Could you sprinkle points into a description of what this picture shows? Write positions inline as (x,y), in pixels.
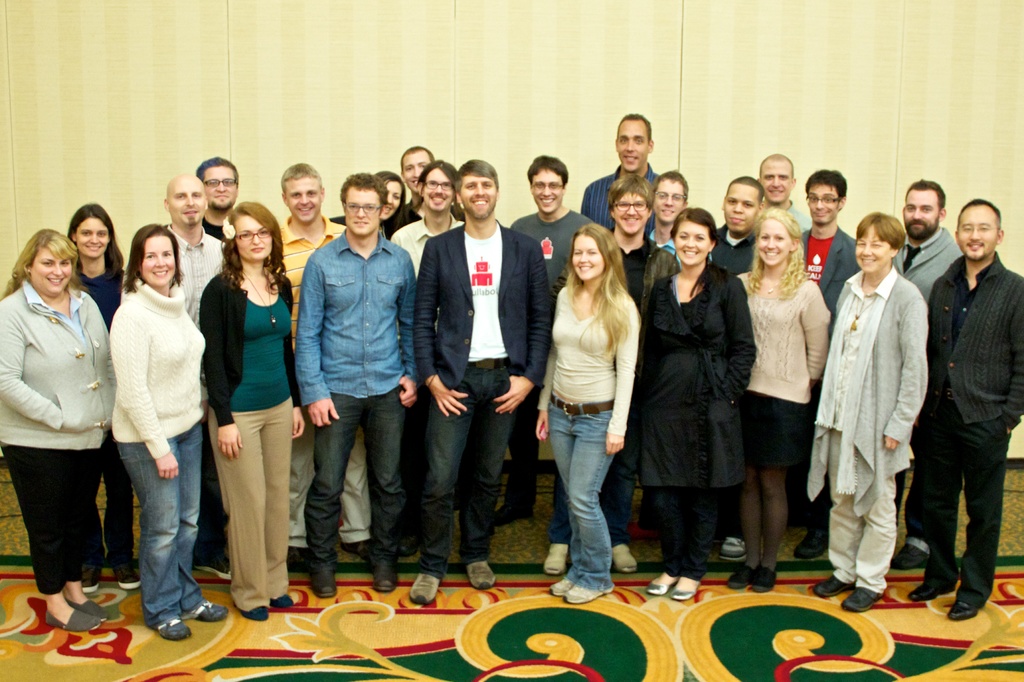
In this image we can see few people (444,318) standing and a carpet (441,631) on the floor (713,643) and wall (779,91) in the background (857,148).
